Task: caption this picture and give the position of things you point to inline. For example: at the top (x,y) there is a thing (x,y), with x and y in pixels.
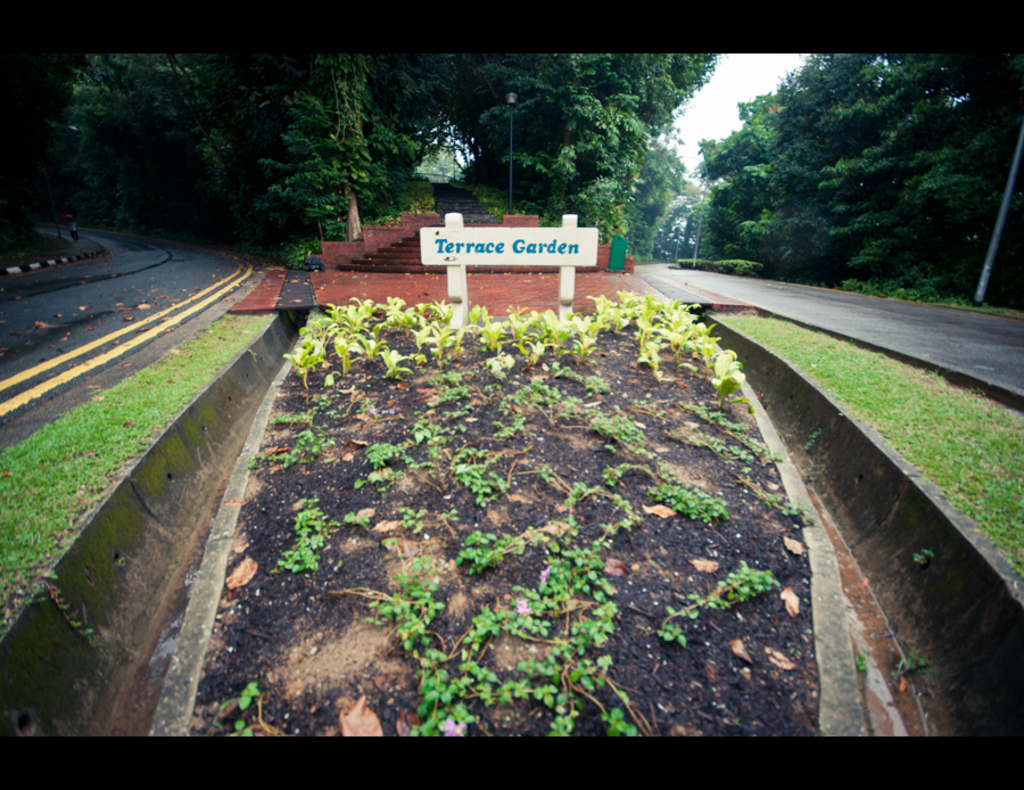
This picture is clicked outside. In the foreground (512,534) we can see the green grass (984,485) and plants (700,520) and we can see the text (514,248) on the board (569,248). In the background (746,54) we can see the sky (754,76), trees (279,163), plants (99,186) and a person like thing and some other items (623,266).
